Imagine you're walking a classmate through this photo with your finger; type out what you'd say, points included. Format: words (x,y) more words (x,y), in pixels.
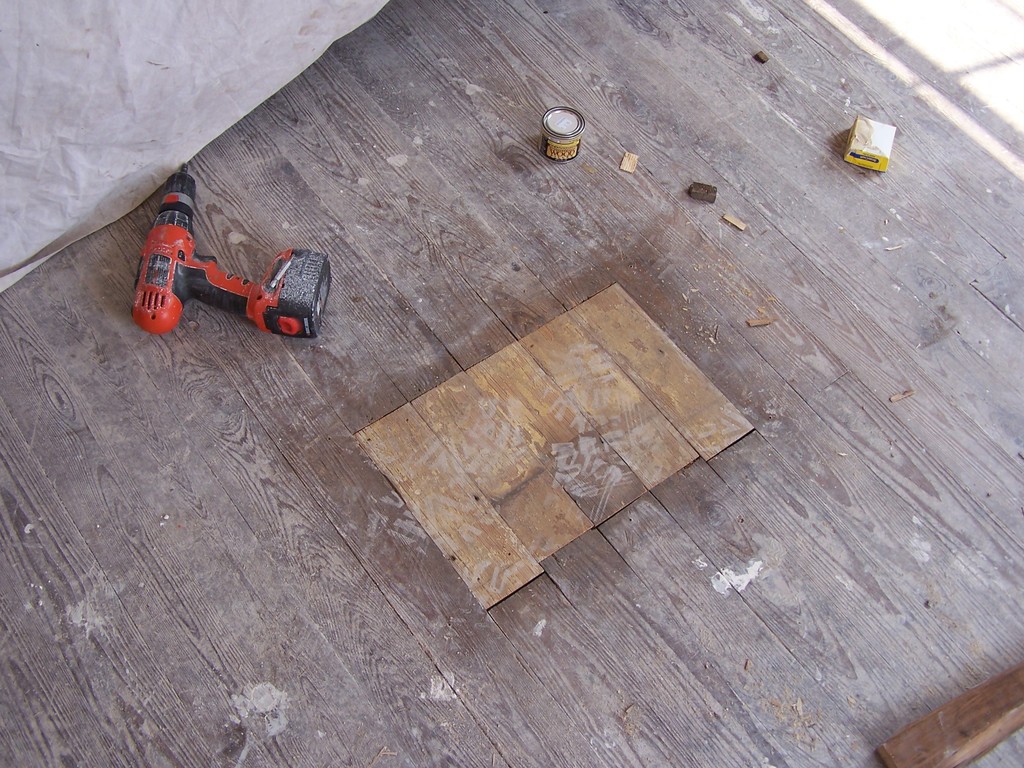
There is a wooden surface (568,362). On that there is a power drill (183,205), tin (571,131) and some other items (742,222).
